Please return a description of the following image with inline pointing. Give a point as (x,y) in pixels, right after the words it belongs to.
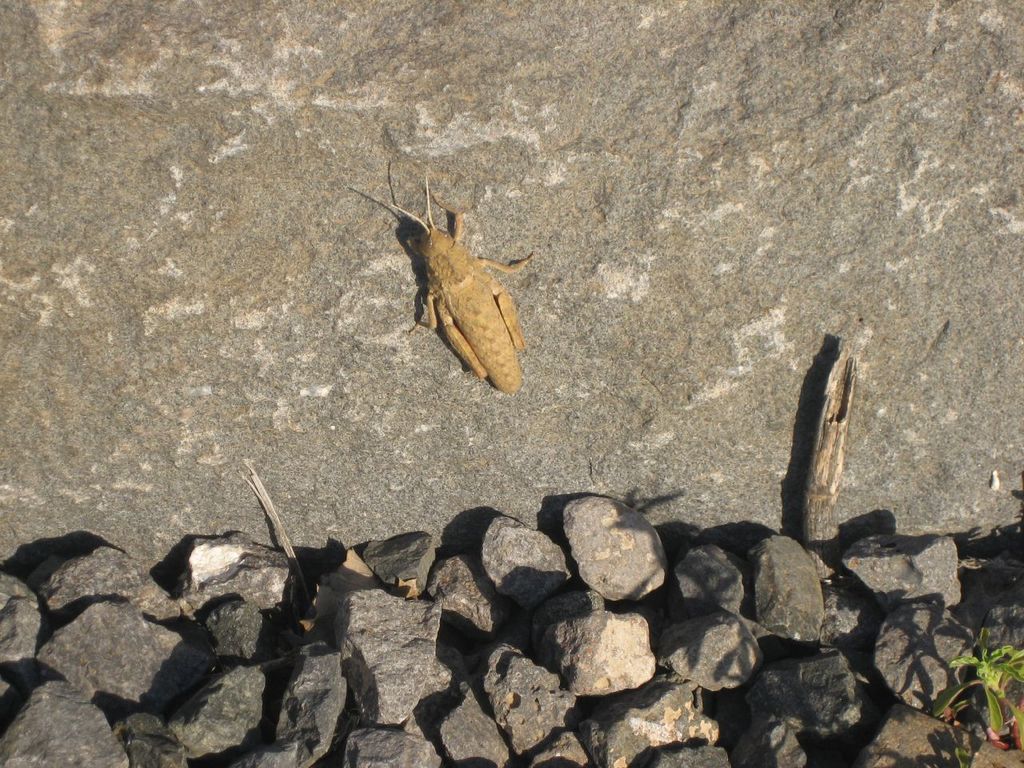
In this image we can see an insect (468,261) on a rock (382,292). At the bottom (450,579) we can see a group of stones (606,680). In the bottom right (998,698) we can see a plant (985,669).
